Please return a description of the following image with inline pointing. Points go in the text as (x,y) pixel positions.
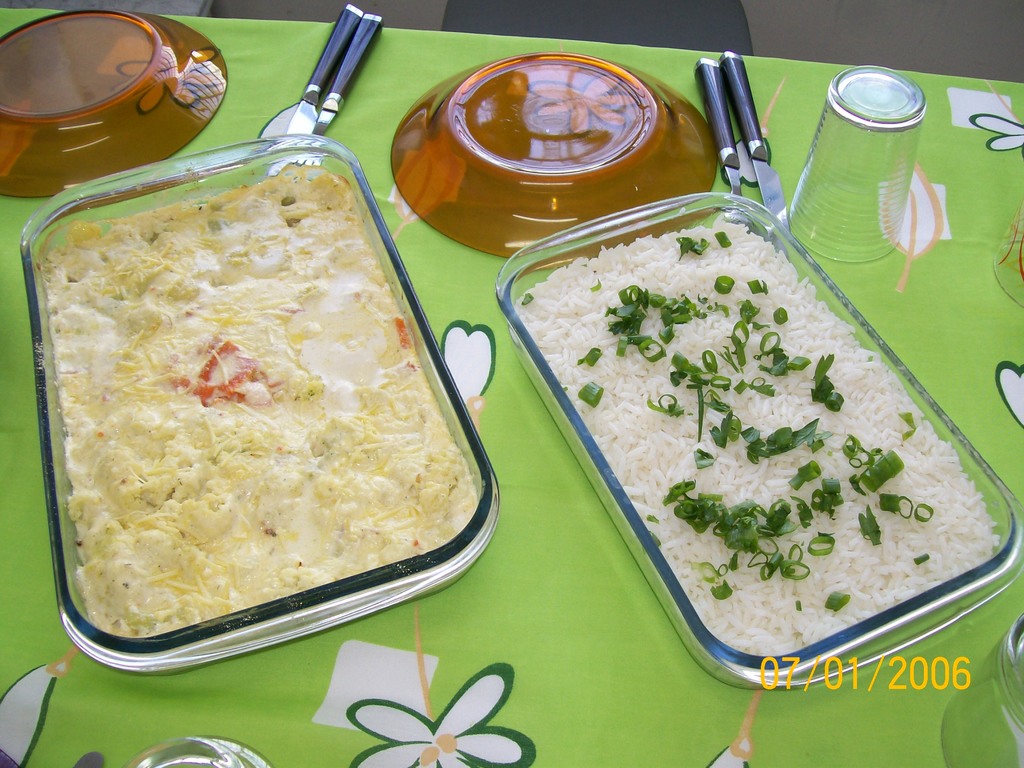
In this image we can see rice (584,318) in a bowl (669,419), beside the rice bowl (645,423) there is another bowl (369,219) with some food item (305,428) in it. The two bowls (558,398) are placed on top of a table (545,584) and there are two plates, knives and forks (721,148) and a glass (837,142) as well.
